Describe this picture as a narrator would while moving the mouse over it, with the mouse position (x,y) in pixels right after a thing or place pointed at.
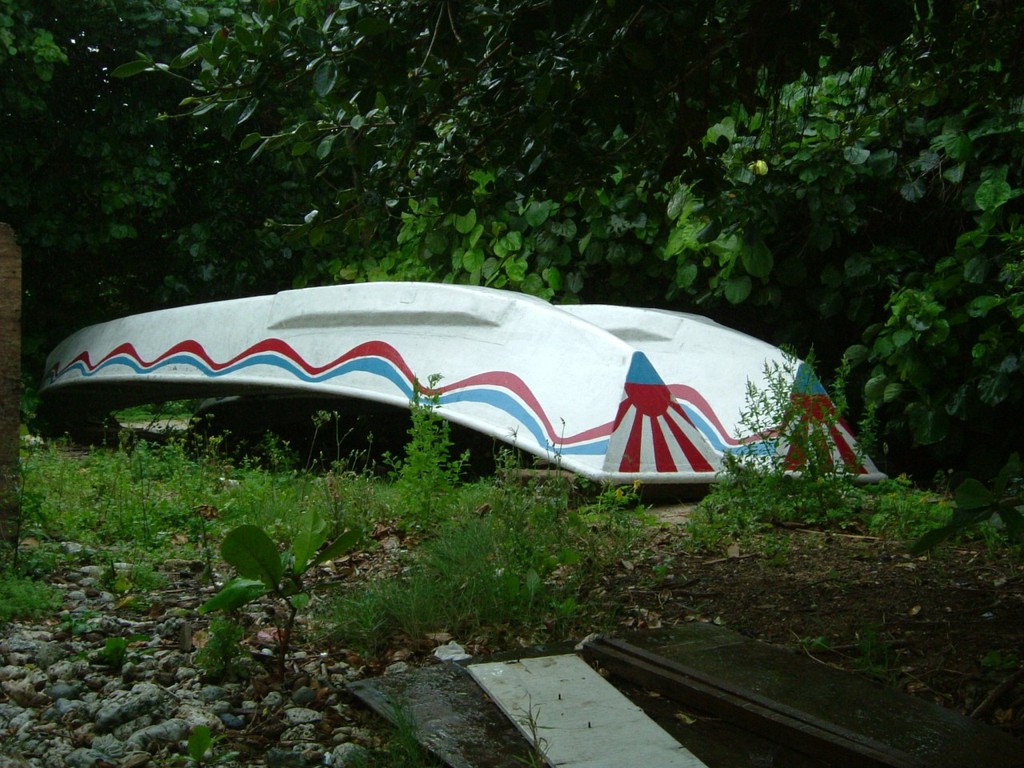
In this picture we can see a boat (447,393), plants (412,433), some stones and some objects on the ground (900,616) and in the background (717,24) we can see trees (592,153).
